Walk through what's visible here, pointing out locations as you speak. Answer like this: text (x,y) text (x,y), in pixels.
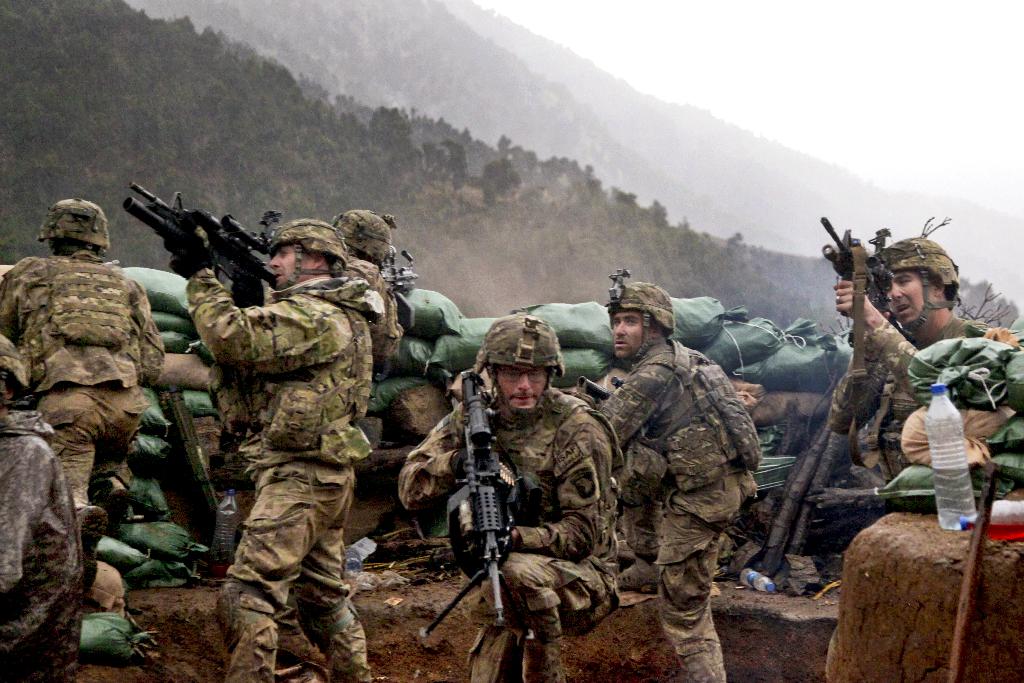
In this picture we can see a group of people (61,284) holding guns (859,366) with their hands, bottles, bags (161,490), trees (31,117), mountains (445,113) and in the background (905,89) we can see the sky (825,136).
